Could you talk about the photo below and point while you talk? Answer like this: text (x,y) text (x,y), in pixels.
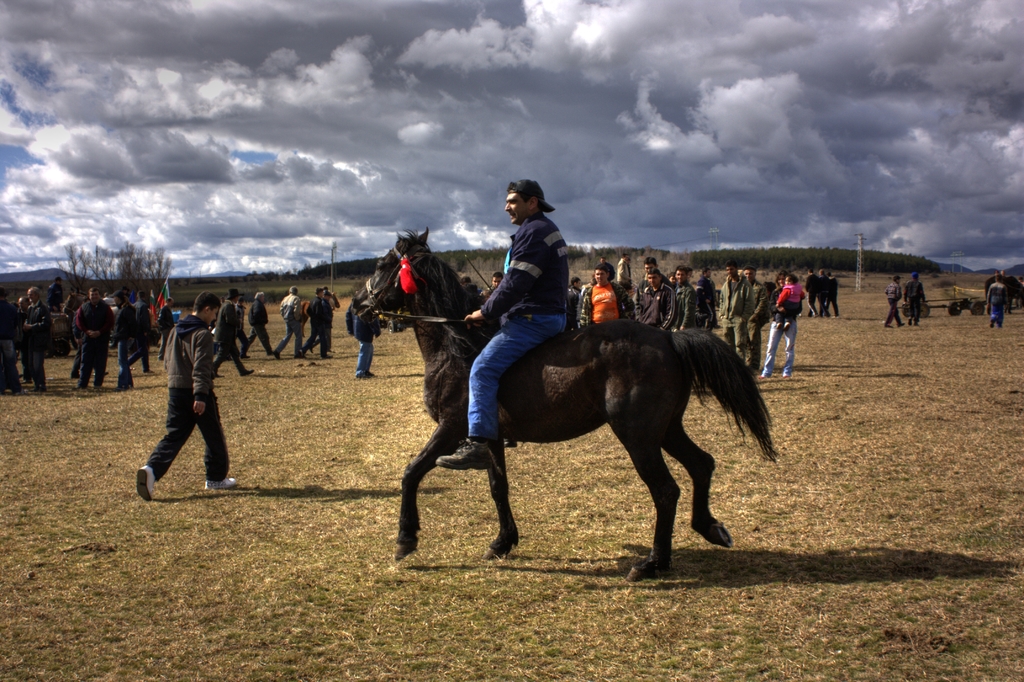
In this picture we can see man (568,284) wore jacket (520,247), cap (528,183) sitting on horse (443,292) and riding it and beside to him we can see many people (225,334) walking on their path (803,326) and some are standing and in background (483,246) we can see trees (668,263), sky (587,120) so cloudy.
